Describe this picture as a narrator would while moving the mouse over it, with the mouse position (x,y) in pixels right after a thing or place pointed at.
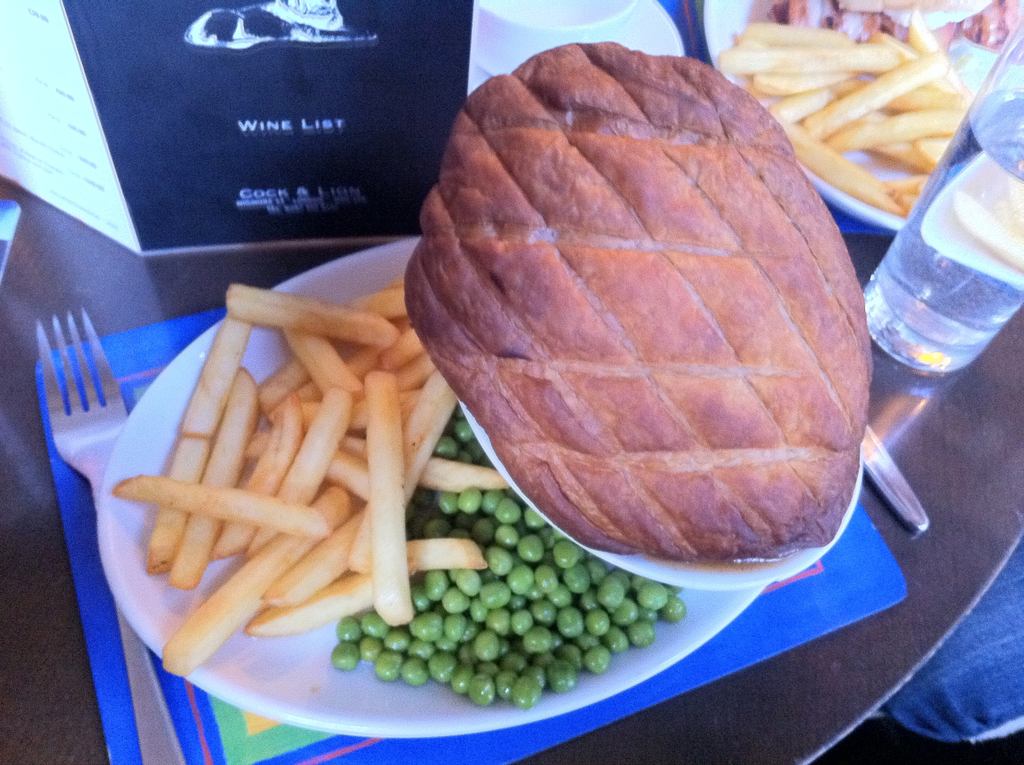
In this picture we can see a fork (95,399), glass (968,126), cup (596,2), saucer (646,44), menu card (243,171), plate (378,443) with fries (283,384) and food items (541,458) on it and these all are placed on a table (42,548).
